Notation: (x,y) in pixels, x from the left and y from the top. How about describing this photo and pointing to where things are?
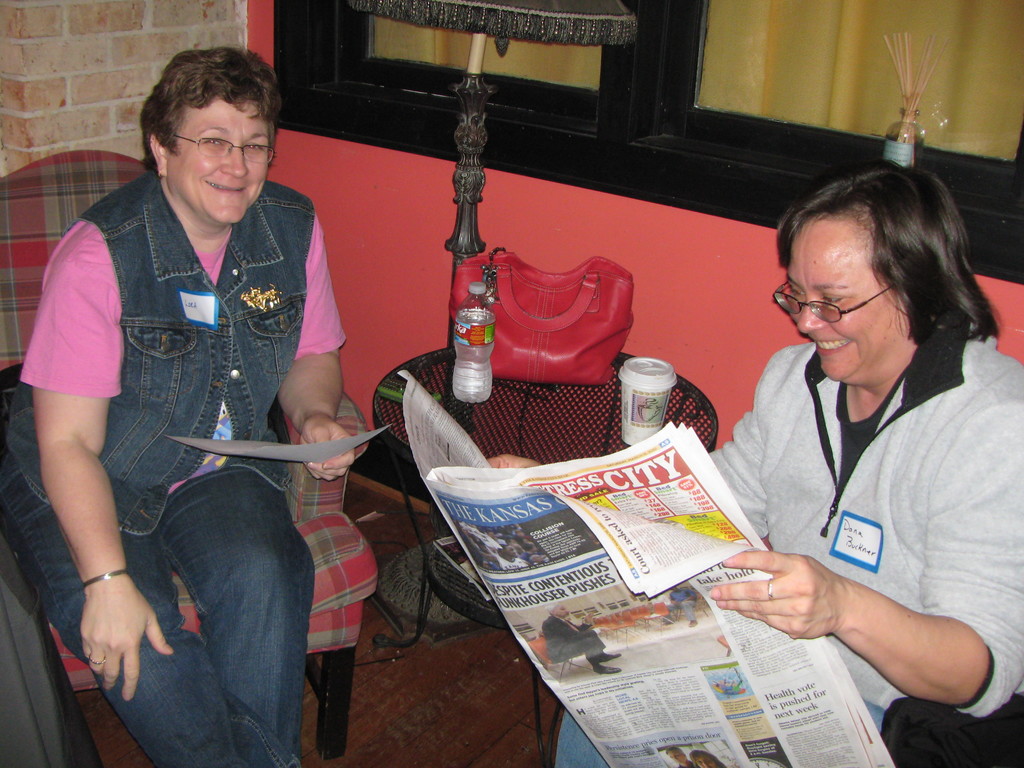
In this picture I can see two persons (1005,613) sitting on the chairs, they are holding papers (473,534), there is a cup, bottle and a bag (627,296) on the table (516,434), there is an object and a lamp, and in the background (518,67) there is a wall (665,304) and a window (305,79).
